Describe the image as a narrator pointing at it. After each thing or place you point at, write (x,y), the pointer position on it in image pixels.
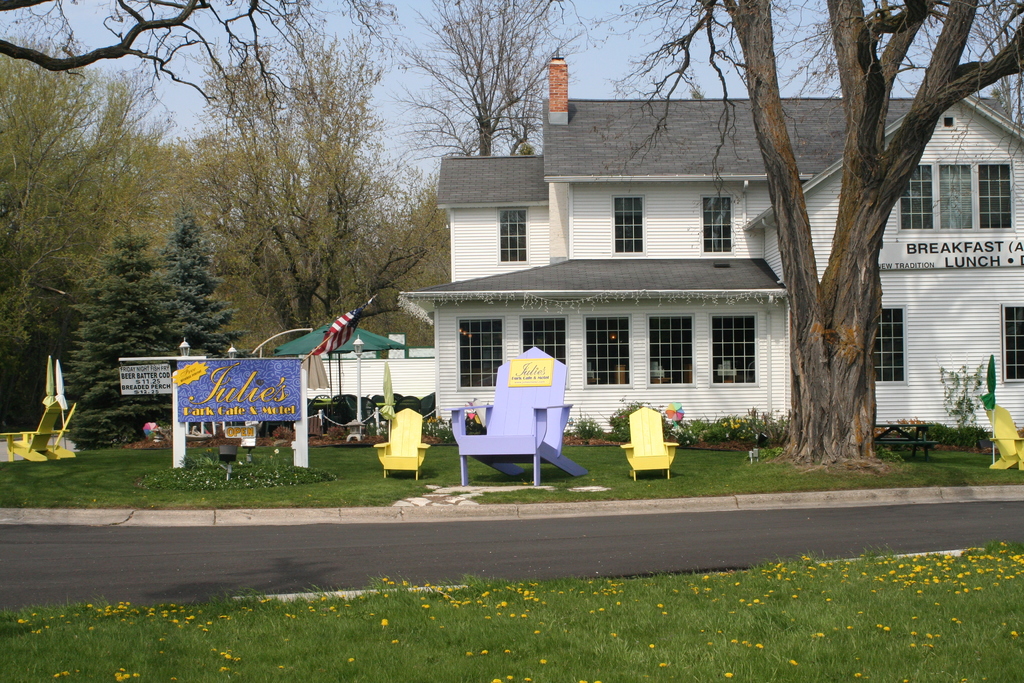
This image is taken outdoors. At the bottom of the image (580,631) there is a ground (255,626) with grass (408,642) on it and there is a road (237,527). At the top of the image (348,51) there is a sky (368,49). In the middle of the image (532,331) there is a house (883,296) with walls (911,307), windows (599,352), doors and a roof (605,160) and there are many trees (156,296) and a few plants (782,417). There are several empty chairs (382,458) and a board (209,418) with a text (223,391) on it and there is a flag (343,345) and a tent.
